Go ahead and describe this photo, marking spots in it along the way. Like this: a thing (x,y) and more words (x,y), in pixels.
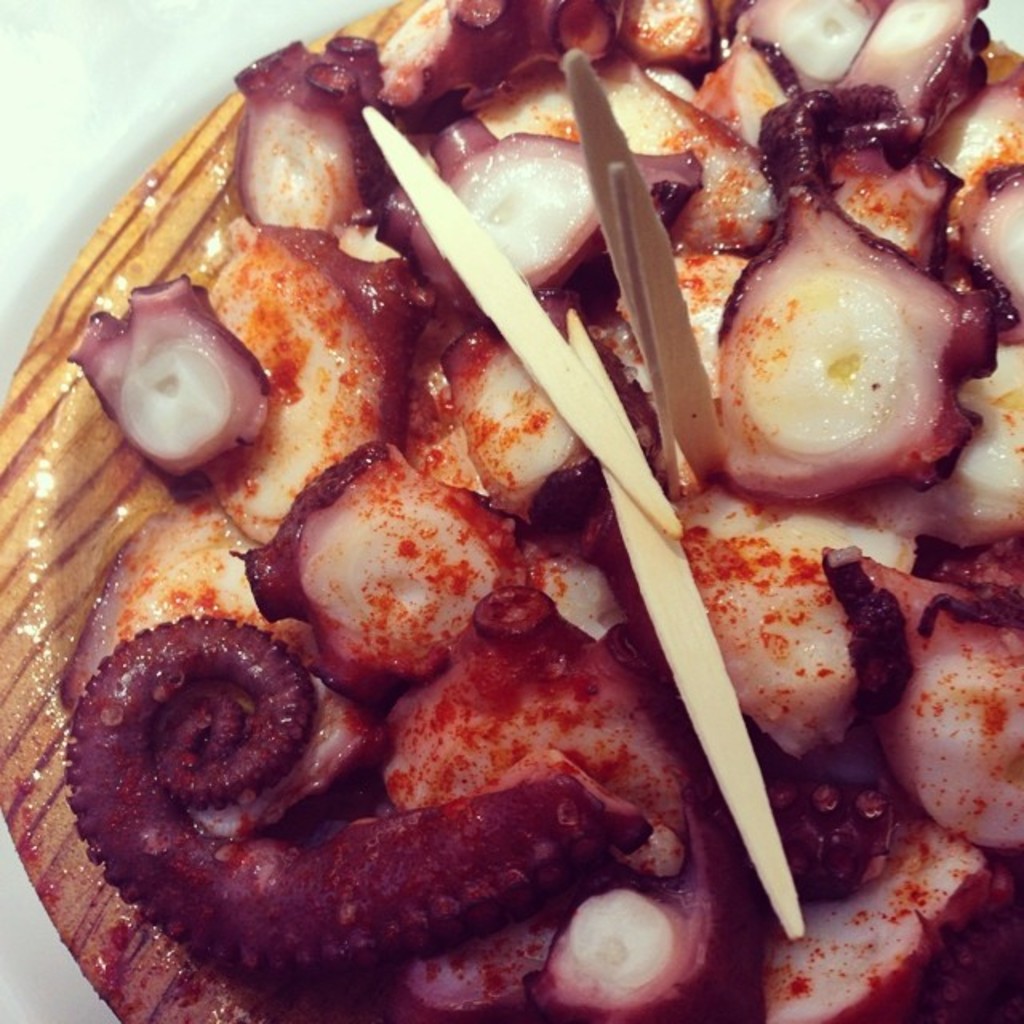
In this image we can see food items (809,219) and small sticks (639,288) are in a plate (993,74) on a platform (102,66).
